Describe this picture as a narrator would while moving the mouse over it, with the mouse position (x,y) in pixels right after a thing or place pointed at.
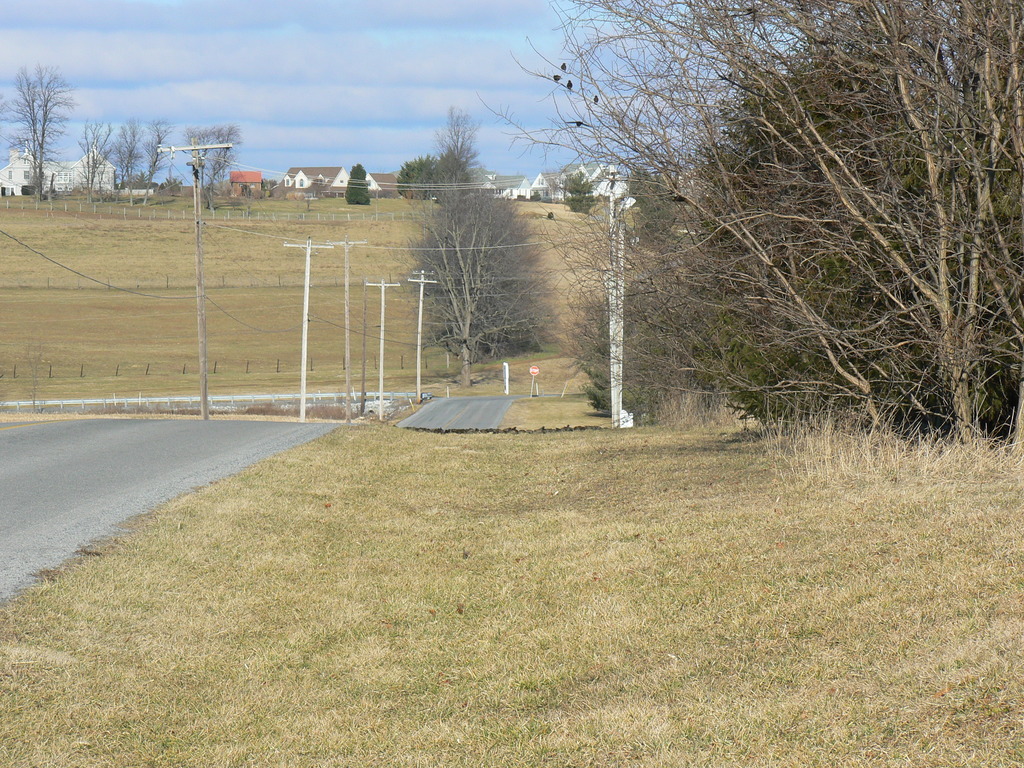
In this image I can see few dry trees (626,266), houses (570,178), current poles (199,342), wires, signboard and the dry grass (535,460). The sky (460,112) is in white and blue color.
